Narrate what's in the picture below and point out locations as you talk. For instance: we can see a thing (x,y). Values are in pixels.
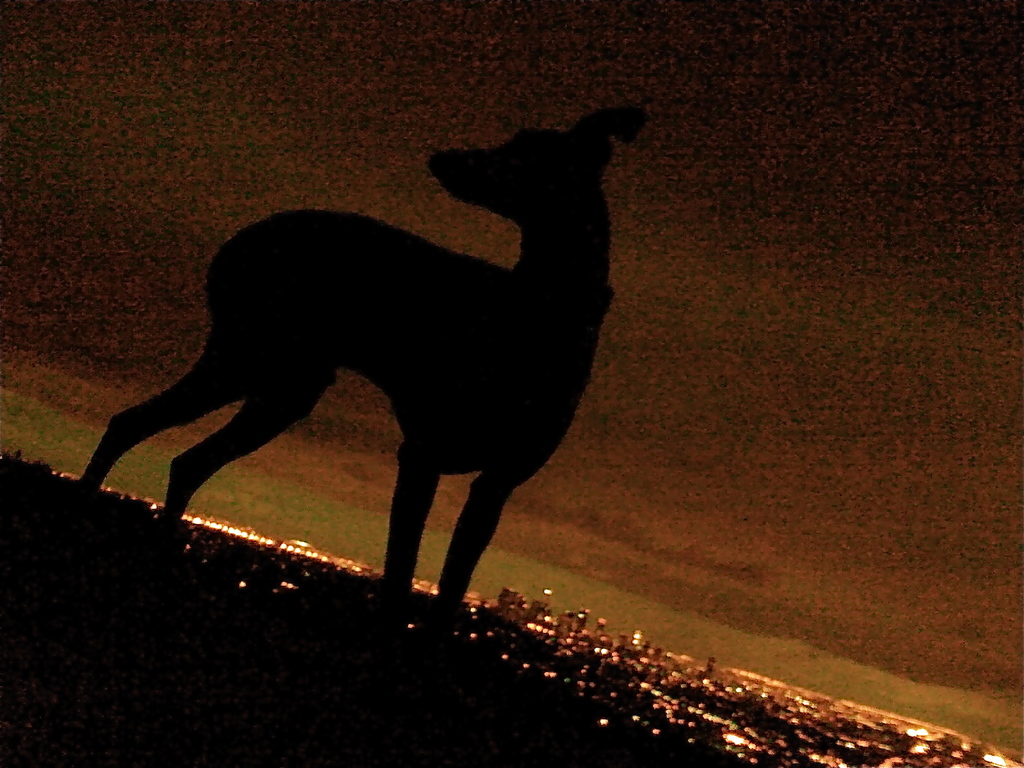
This image is taken outdoors. At the top of the image (787,253) there is a sky (754,503) with clouds (769,340). At the bottom of the image (744,720) there are a few buildings (611,646) and there are many lights (801,706). In the middle of the image (466,336) there is an animal (279,304) on the ground (217,612).
